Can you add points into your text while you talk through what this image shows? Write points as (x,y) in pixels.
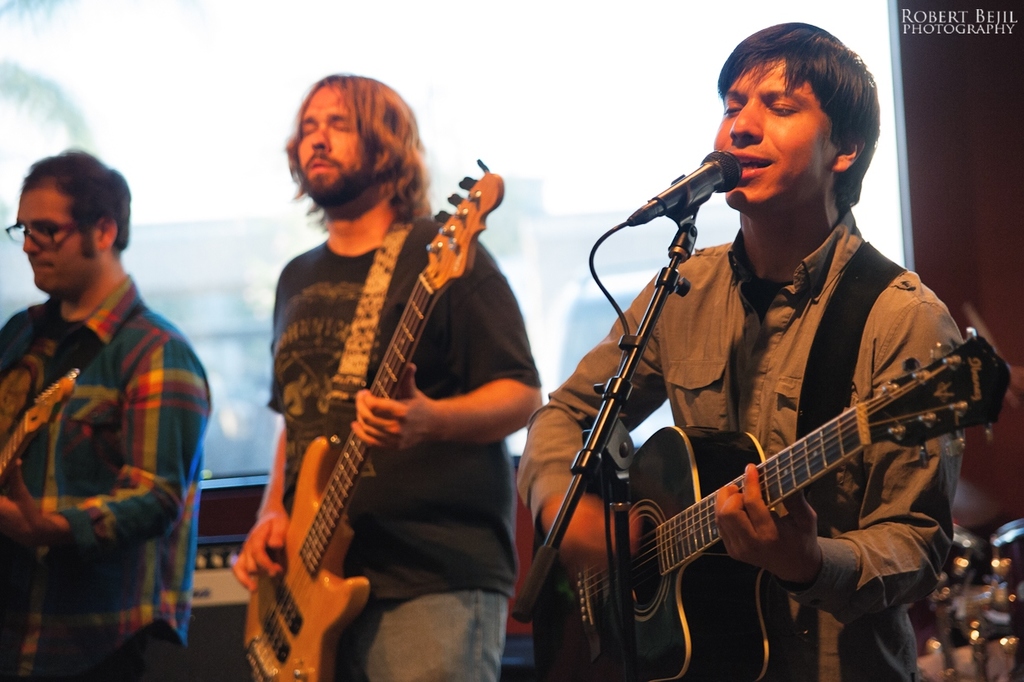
image of 3 persons (411,143) standing and playing a guitar (288,680) and the back ground there is a tree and building (26,273).
